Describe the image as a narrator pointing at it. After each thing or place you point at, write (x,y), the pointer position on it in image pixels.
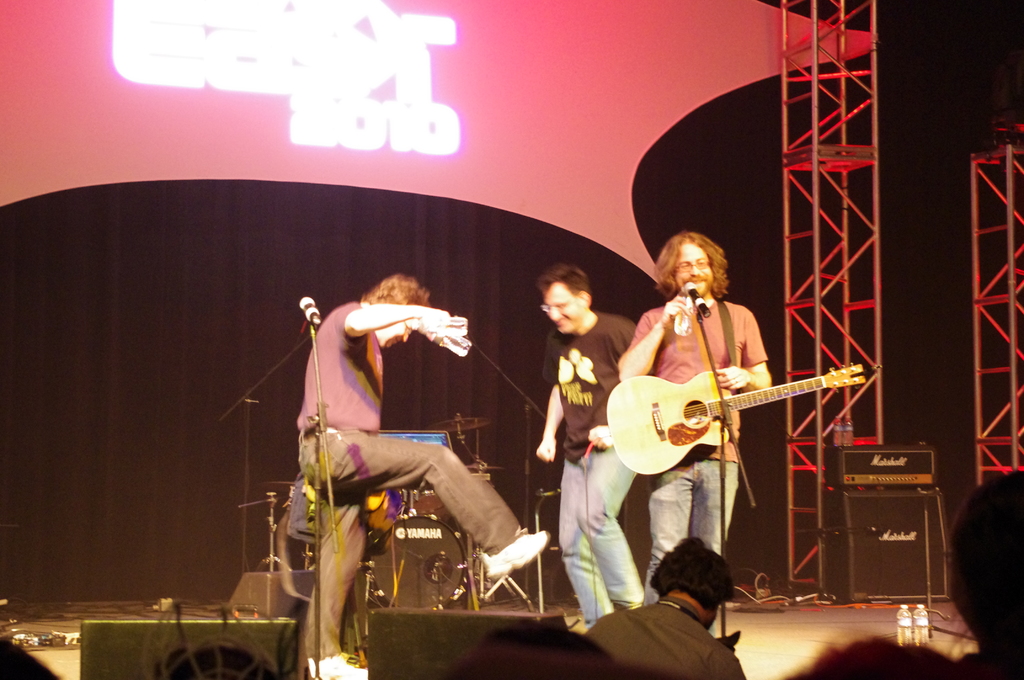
In this picture we can see a man (678,298) who is standing in front of mike (699,310). He is holding a guitar (715,401). Here we can see two persons (345,361) dancing on the floor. On the background (454,171) we can see a hoarding (391,110).
